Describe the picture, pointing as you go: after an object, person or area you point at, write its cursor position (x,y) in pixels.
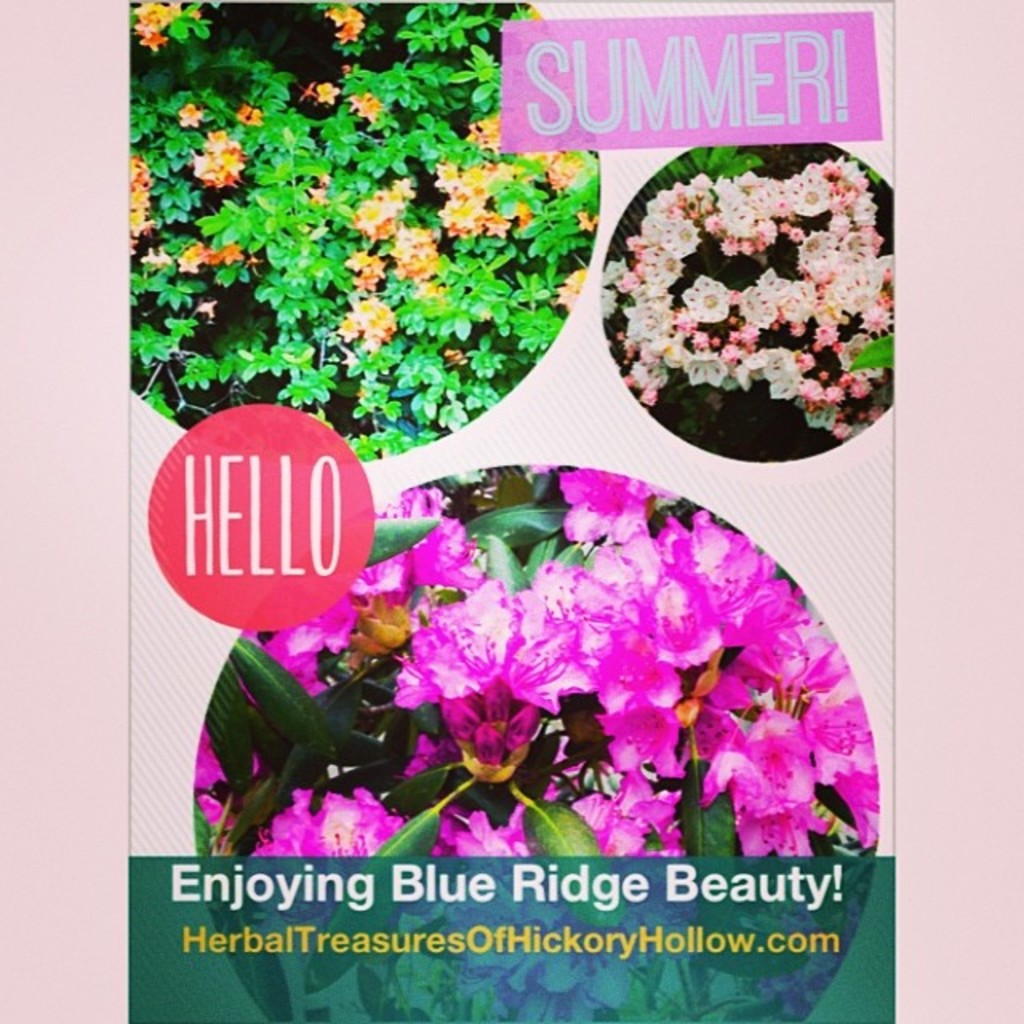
In this image I can see a poster (246,523) which is pink in color and I can see few images (480,629) of trees (314,258) which are green in color and few flowers (383,216) which are orange, pink and cream in color. I can see few words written on the poster (449,339).
